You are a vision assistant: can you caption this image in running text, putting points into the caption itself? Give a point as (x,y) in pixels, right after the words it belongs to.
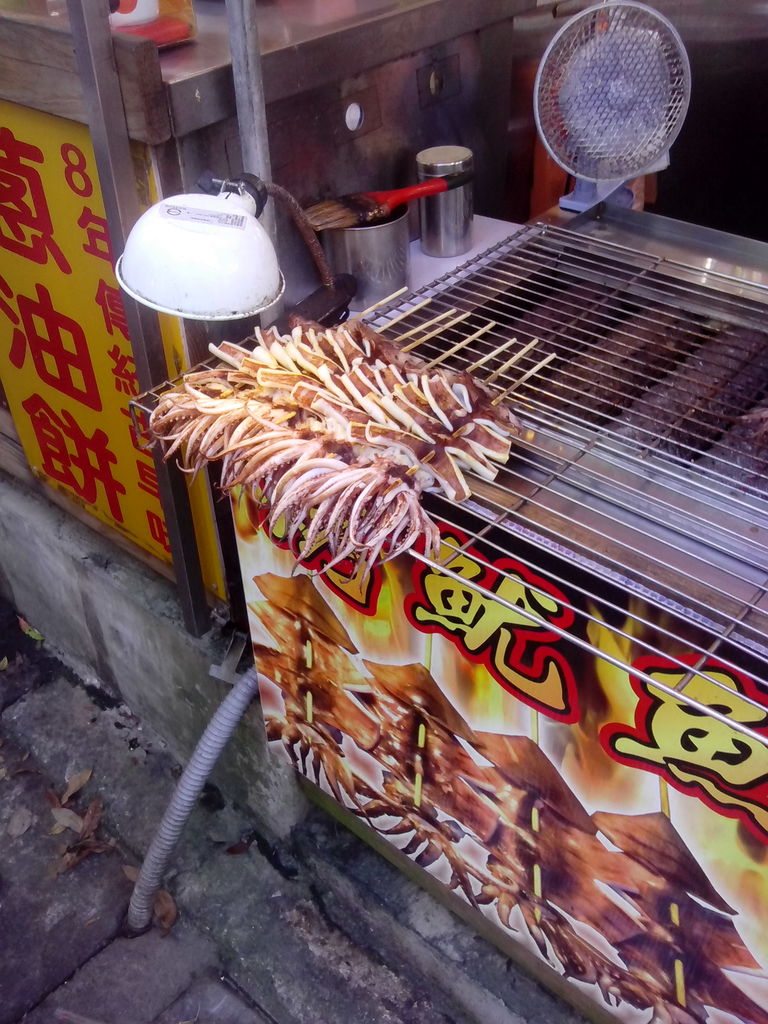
In this image, we can see squids (442,383) with sticks (409,337) are on the grill (619,374) and in the background (170,237), there is a table (134,90) and we can see a brush (419,192), some containers (446,218), a table fan (576,101) and a light (154,305) and some boards (106,406), a pipe (165,840). At the bottom (141,944), there is a road (133,937).
